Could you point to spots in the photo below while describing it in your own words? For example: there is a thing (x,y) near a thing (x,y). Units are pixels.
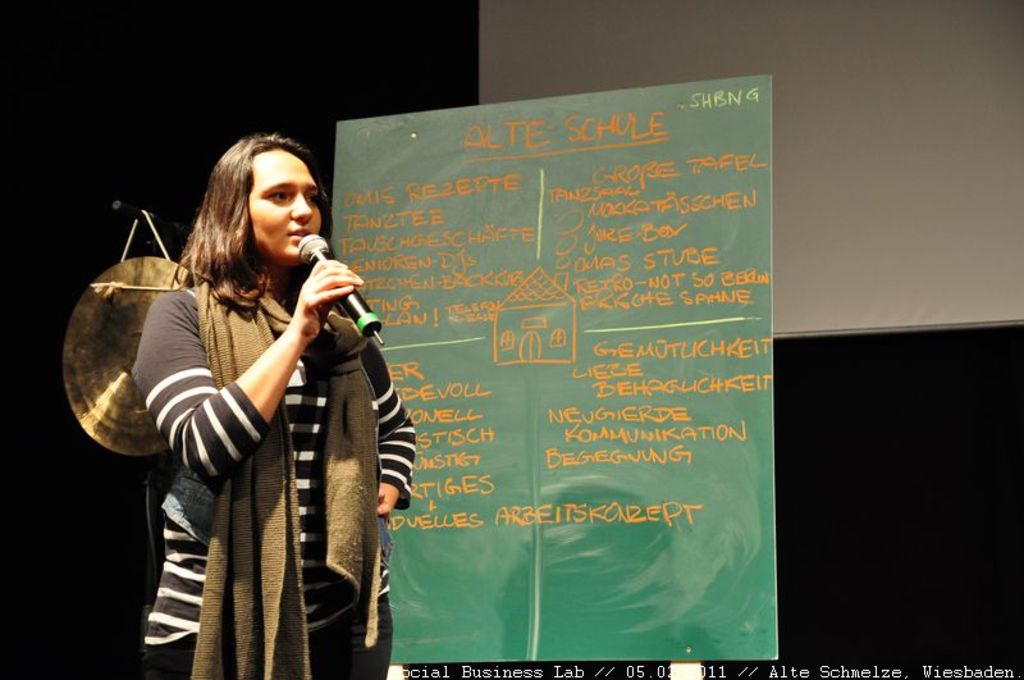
In this image I can see a person (276,327) standing and holding mic (349,294). She is wearing black and white top (201,386). Back I can see a green color board (566,281) and something is writing on it. I can see a screen (930,194) and black background (897,503).
